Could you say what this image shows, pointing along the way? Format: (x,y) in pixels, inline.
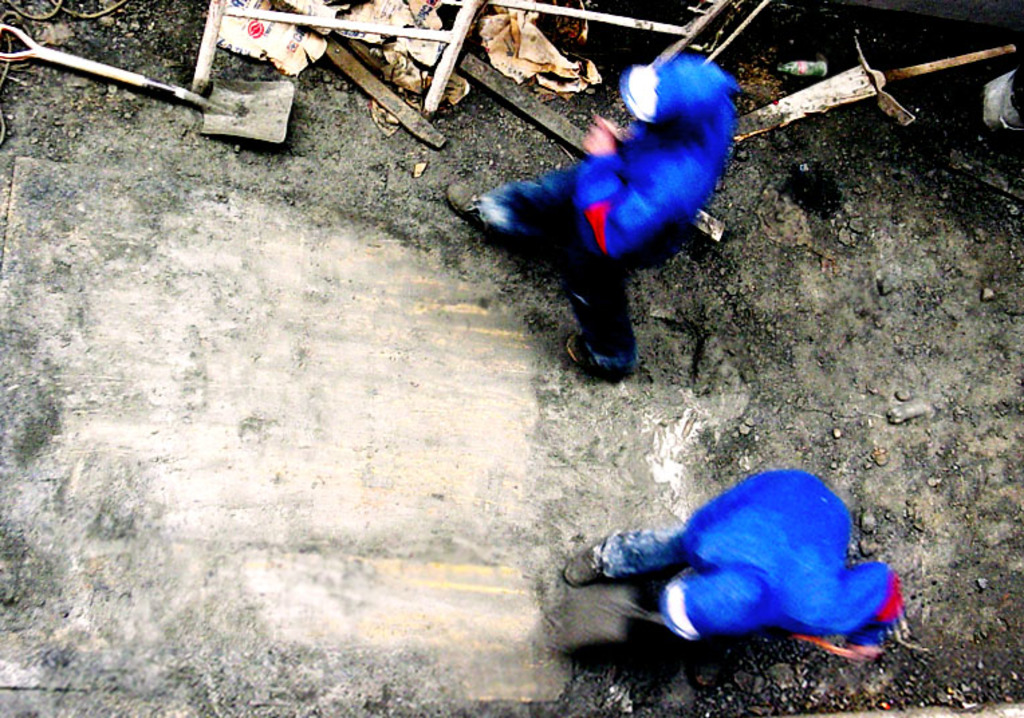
In the center of the image (585,356) there are two persons (882,592) wearing blue color jacket (603,244). At the bottom of the image (1022,553) there is road (293,394).
